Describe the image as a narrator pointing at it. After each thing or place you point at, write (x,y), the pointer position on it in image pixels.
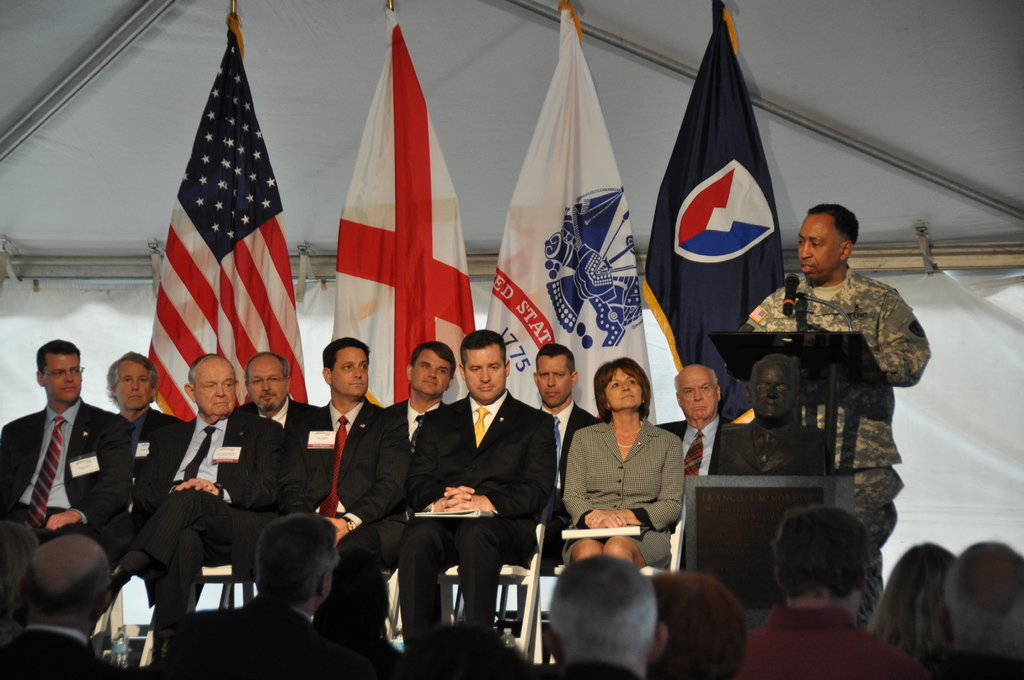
In this image there is an army personnel (853,310) speaking at the podium (814,344) in front of the mic (829,302), beside him there are a few other people (463,444) sitting in chairs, behind them there are flags (564,251), behind them there is a tent (202,109) with metal rods (859,268), in front of the podium (822,354) there is a statue (754,424), in front of the statue (732,440) there are a few other people (798,586).
